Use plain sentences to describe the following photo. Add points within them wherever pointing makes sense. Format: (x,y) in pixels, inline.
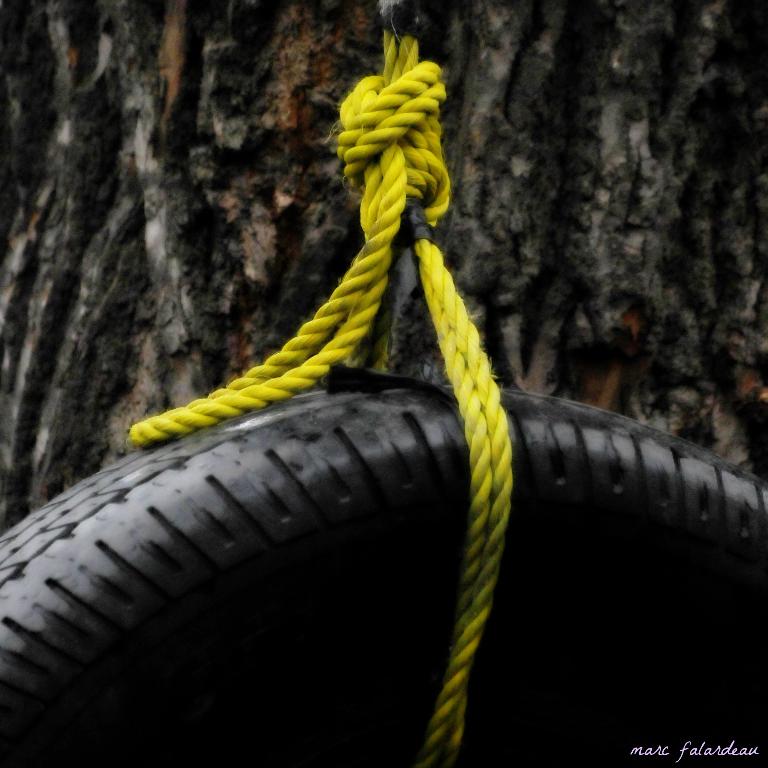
In this picture we can see a Tyre (415,557) tied with a rope (475,547) and in the background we can see a tree trunk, in the bottom right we can see some text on it.
